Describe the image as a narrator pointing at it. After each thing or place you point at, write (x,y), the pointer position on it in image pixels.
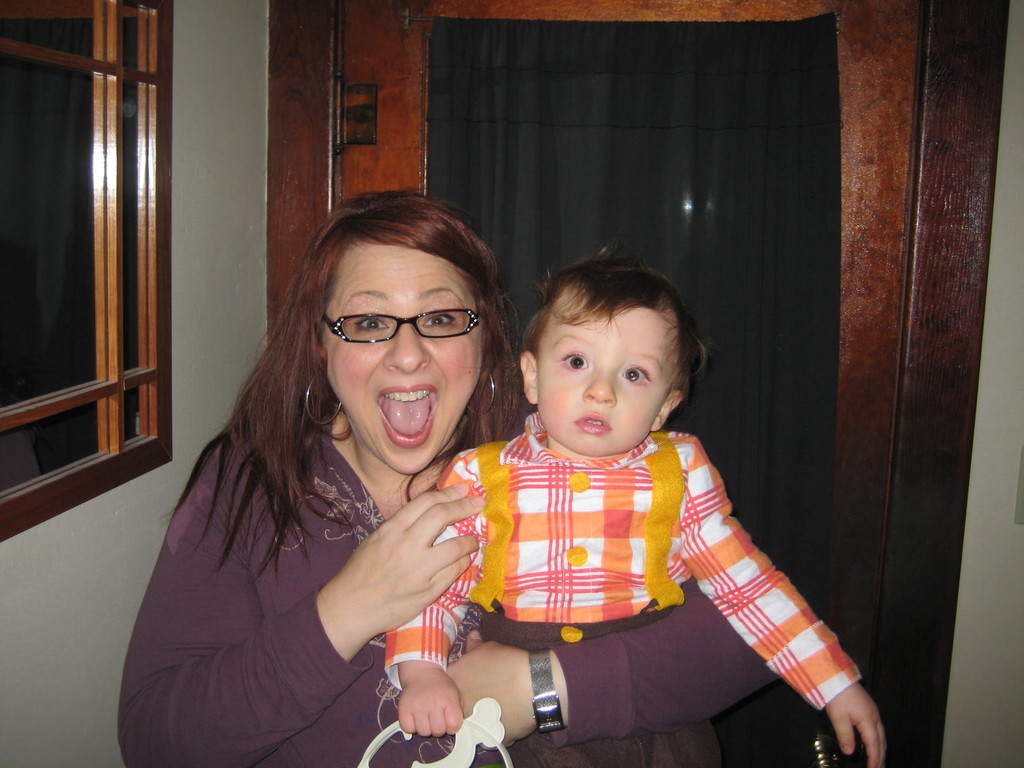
In this image, we can see a woman (400,545) is carrying a baby (490,563) and smiling. Baby (596,540) is holding an object (367,755). They are watching. In the background (261,201), we can see wall (225,219), curtains (649,184), mirror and wooden object (119,230).
